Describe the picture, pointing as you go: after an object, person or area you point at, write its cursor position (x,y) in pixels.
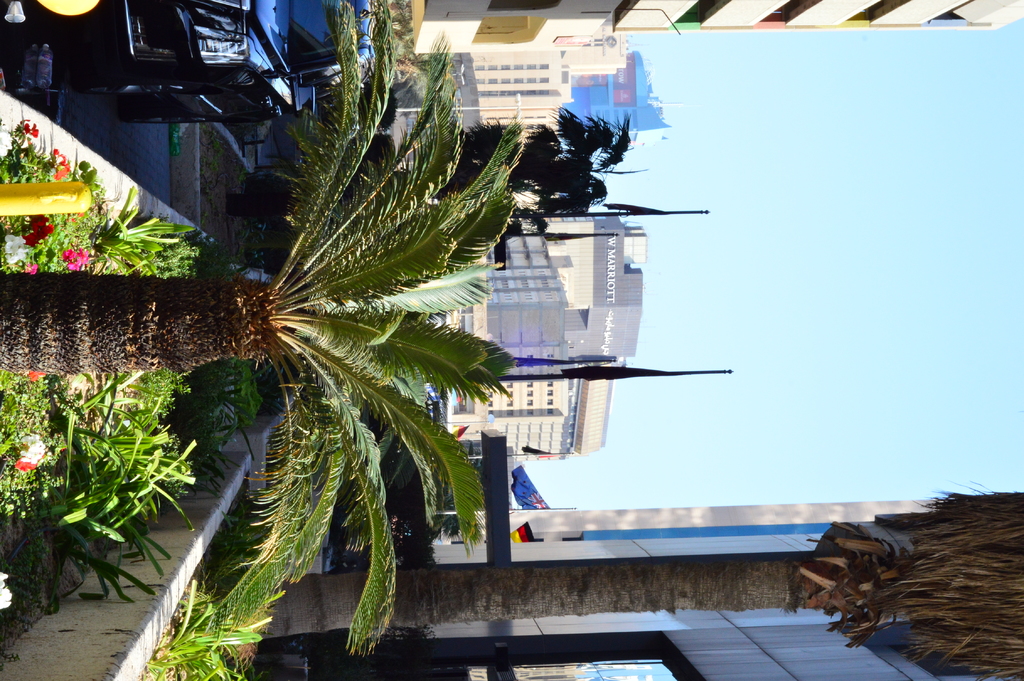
In this picture we can see trees (397,314), plants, flowers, car (204,54), buildings (534,544), lights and flags (525,499) are hanging to the poles (565,509). In the background of the image (697,295) we can see the sky (800,242).
